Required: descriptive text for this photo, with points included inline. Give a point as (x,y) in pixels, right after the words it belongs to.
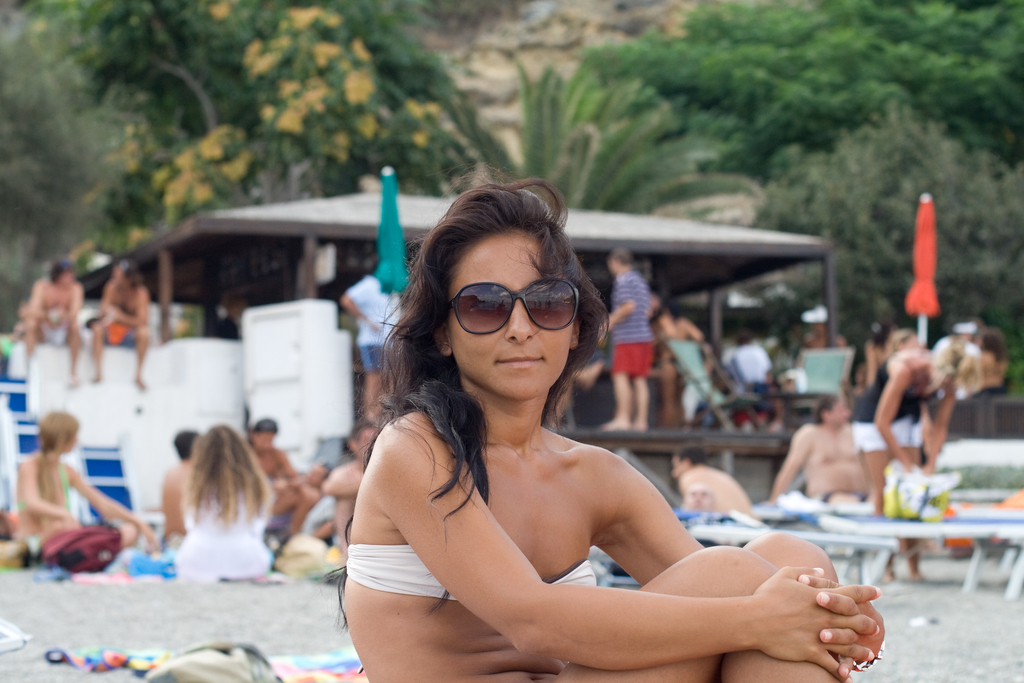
In this picture we can see a woman (456,327) wore goggles (461,295), smiling and at the back of her we can see a group of people (61,448), chairs (827,363), umbrellas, clothes (106,656), shed (678,236) and some objects (330,315) and in the background (531,124) we can see trees (576,119).
